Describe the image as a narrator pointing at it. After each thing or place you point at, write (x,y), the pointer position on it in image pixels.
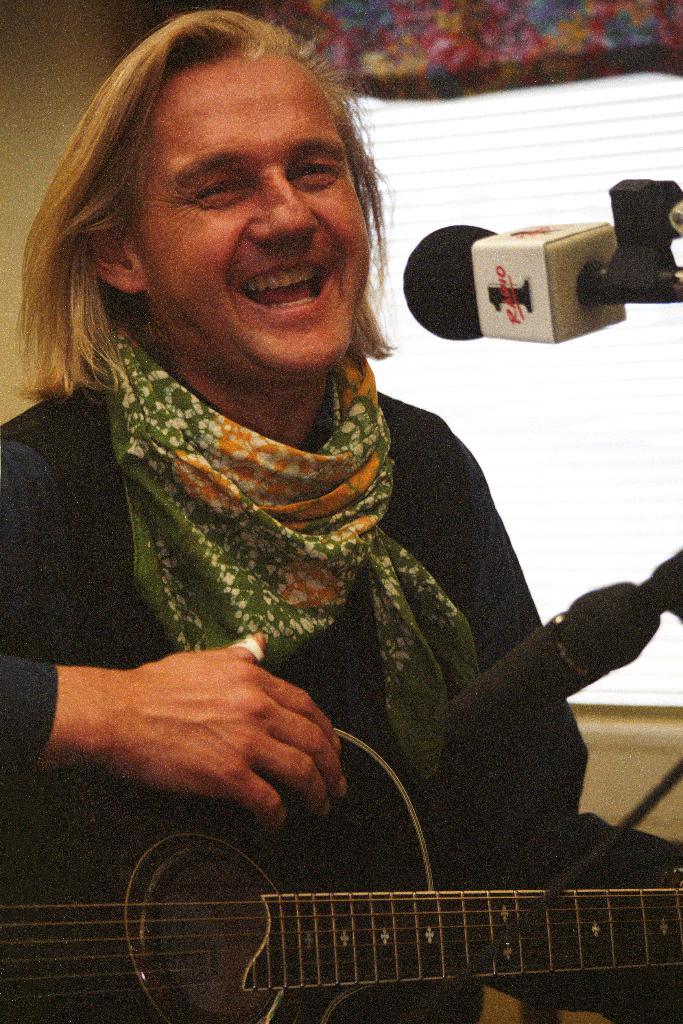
The man (222,217) is singing in-front of mic (477,294) with a beautiful smile (322,295). He wore scarf (230,486) with green and yellow white color. He wore black jacket (434,502). He is playing guitar (265,911) in-front of mic (546,660). There is a window (513,128) with curtain (512,38).
